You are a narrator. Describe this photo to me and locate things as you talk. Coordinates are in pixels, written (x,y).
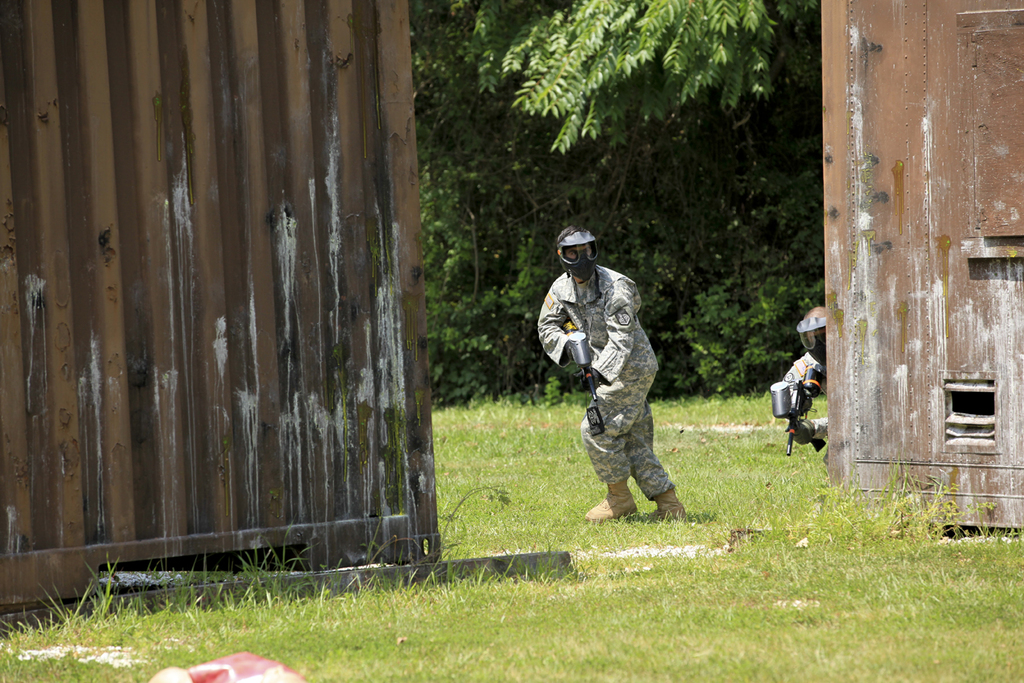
In this picture we can observe two persons (600,382) holding guns (584,353) in their hands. They are wearing helmets (571,259). We can observe metal containers (219,233). There is some grass (481,601) on the ground (534,586). In the background (559,157) there are trees (548,139).
